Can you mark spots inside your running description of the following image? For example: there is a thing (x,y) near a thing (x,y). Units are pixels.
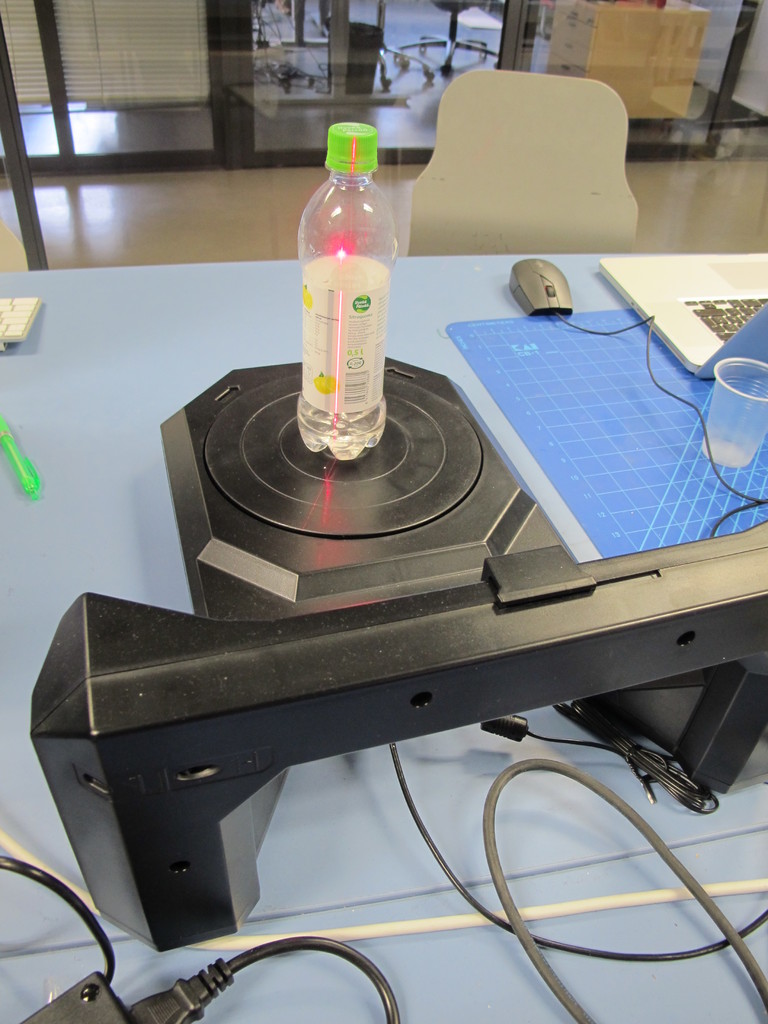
This is an inside view. On the bottom of the image (339,840) there is a table (348,852). On the table (336,777) I can see few material (353,560), one bottle (321,356), one glass (740,377), laptop (703,336) and a mouse (545,281). Just beside the table (442,306) there is a chair (559,133). In the background (586,39) I can see a box (557,51) and glass (268,78).
